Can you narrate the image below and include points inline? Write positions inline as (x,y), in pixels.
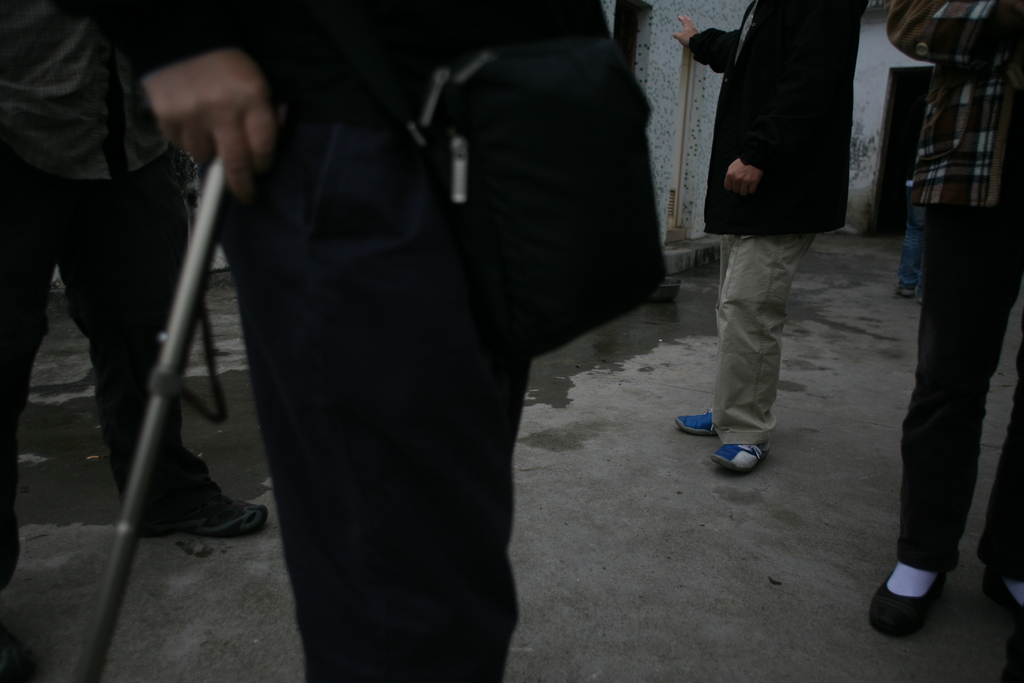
In this picture there is a person (428,431) carrying a bag (532,227) and holding a stick (177,333) in his hand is standing and there are few other persons (950,255) standing beside him and there are some other objects (694,70) in the background (680,98).
